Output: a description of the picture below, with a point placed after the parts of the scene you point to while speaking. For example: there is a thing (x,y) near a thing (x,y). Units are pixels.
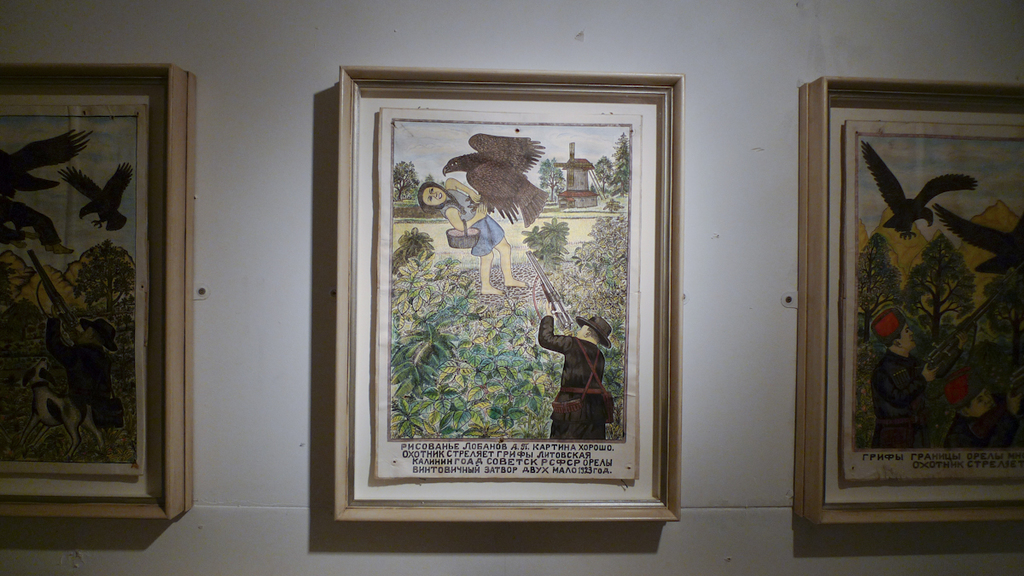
In this image we can see a wall (441,554) with the three photo frames (411,391) and on the left side of the image (97,483), we can see a photo frame (104,472) with the picture (81,457) of a person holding a gun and there is a dog (55,416) beside him and we can see birds (83,177), trees (108,255) and person's legs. There is a photo frame (600,200) in the middle (510,295) with the picture (573,219) of a person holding a gun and some other things (479,170) and we can see some text (581,469) on the photo (636,468) and on the right side of the image (861,101), there is a photo frame (861,101) with the text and a picture (952,432).
